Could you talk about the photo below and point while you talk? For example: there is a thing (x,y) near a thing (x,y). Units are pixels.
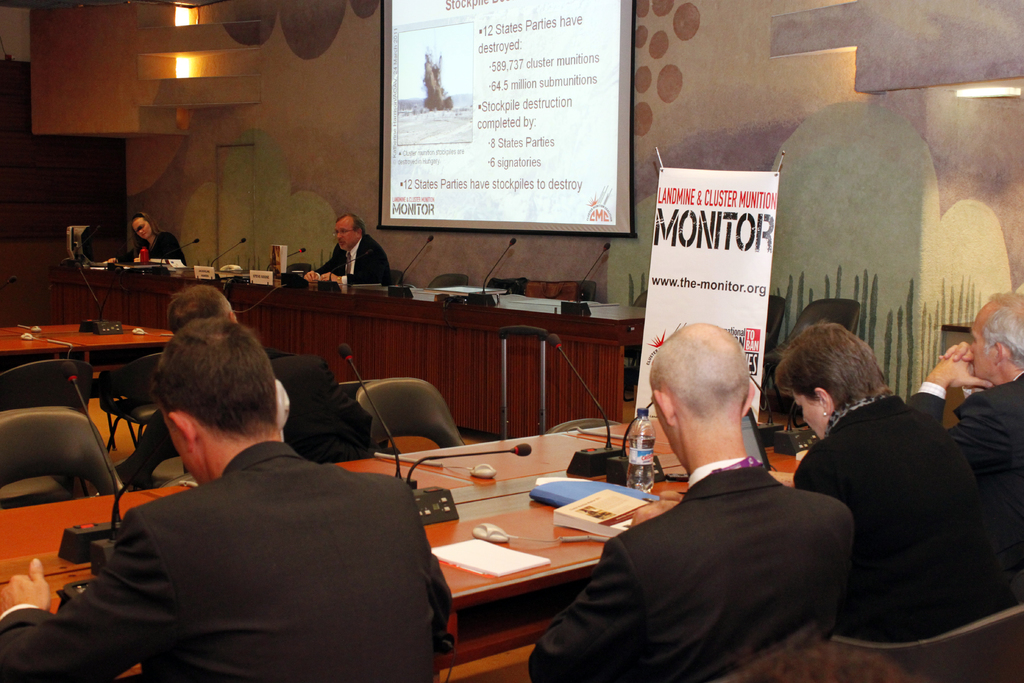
In this image we can see people (654,414) sitting and there are tables (414,331) and chairs (77,458). We can see mics (615,479), books (498,568), boards (201,274), bottle (634,439) and some objects (420,503) placed on the tables (491,325). There is a banner (697,306). We can see chairs (412,418). In the background (418,240) there is a screen (603,151) placed on the wall (745,100) and we can see lights (998,88).
